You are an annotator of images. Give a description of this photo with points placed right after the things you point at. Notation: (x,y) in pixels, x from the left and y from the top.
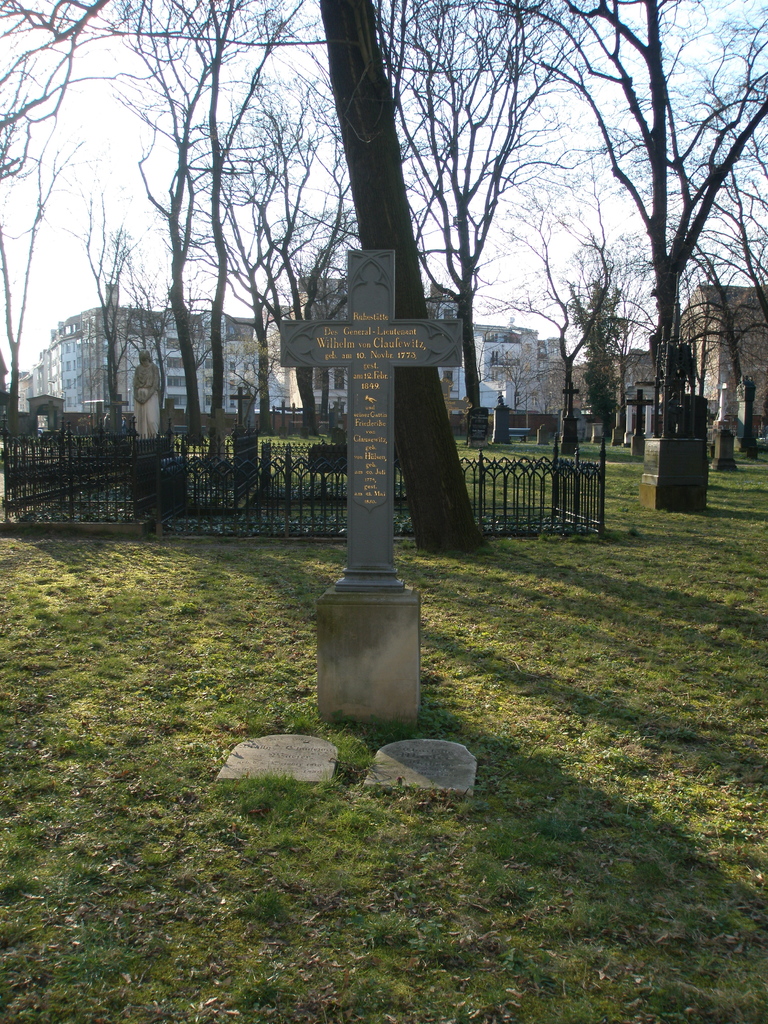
In the background of the image (497,357) there are buildings (463,378), trees (383,215). There is a statue (149,378). In the foreground of the image (310,339) there is a cross stone (360,433) with some text (360,496). At the bottom of the image (388,860) there is grass (455,900). There is a railing (273,479).
